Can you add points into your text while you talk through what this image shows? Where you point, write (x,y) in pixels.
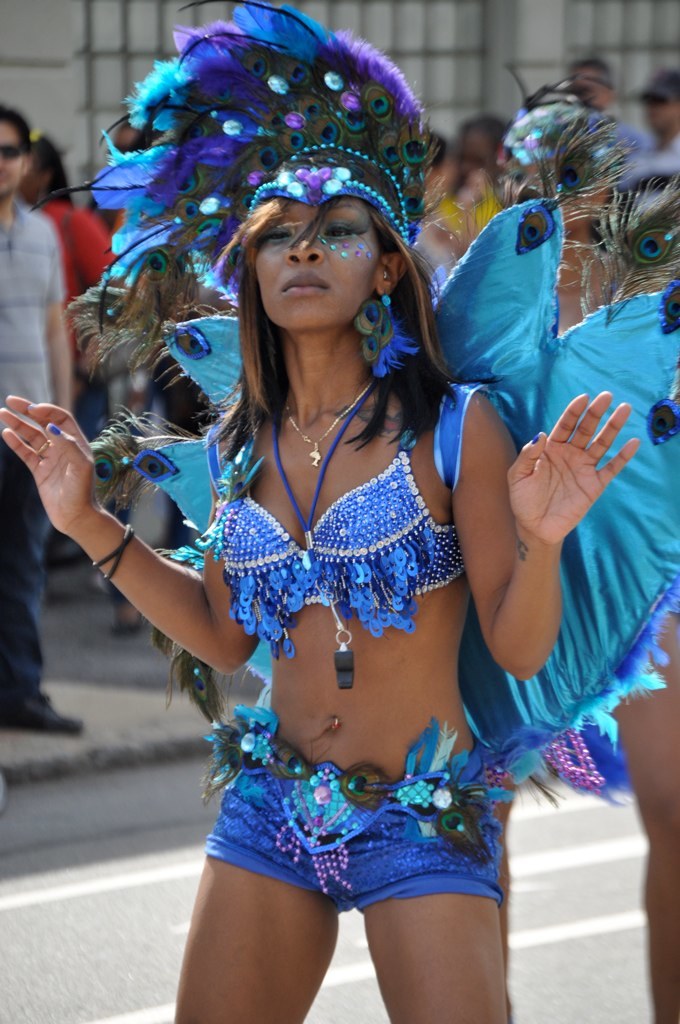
In this image a woman (416,430) wearing a crown (180,29) is dancing on the road (168,921). Few persons (56,313) are standing on the pavement (129,729). Behind them there is a wall (642,73).
